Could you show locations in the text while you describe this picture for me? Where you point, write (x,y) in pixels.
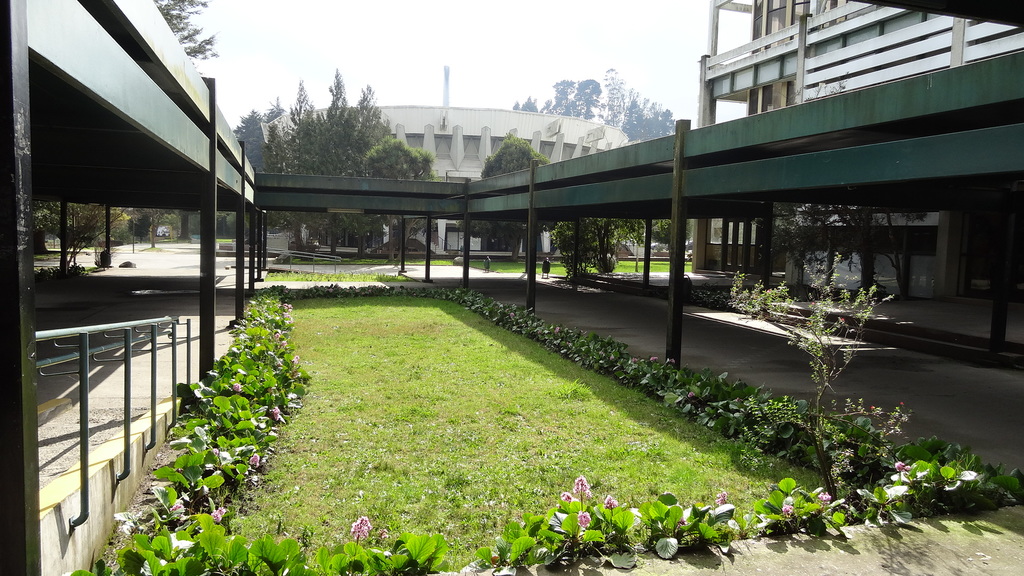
This image consists of green grass (283,445) on the ground (295,537) along with small plants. On the left (158,179) and right, there are metal sheets (66,195) along with poles (206,280). In the background (515,259), there is a building (557,120) along with the trees (568,92). At the top (583,46), there is sky (445,47).
